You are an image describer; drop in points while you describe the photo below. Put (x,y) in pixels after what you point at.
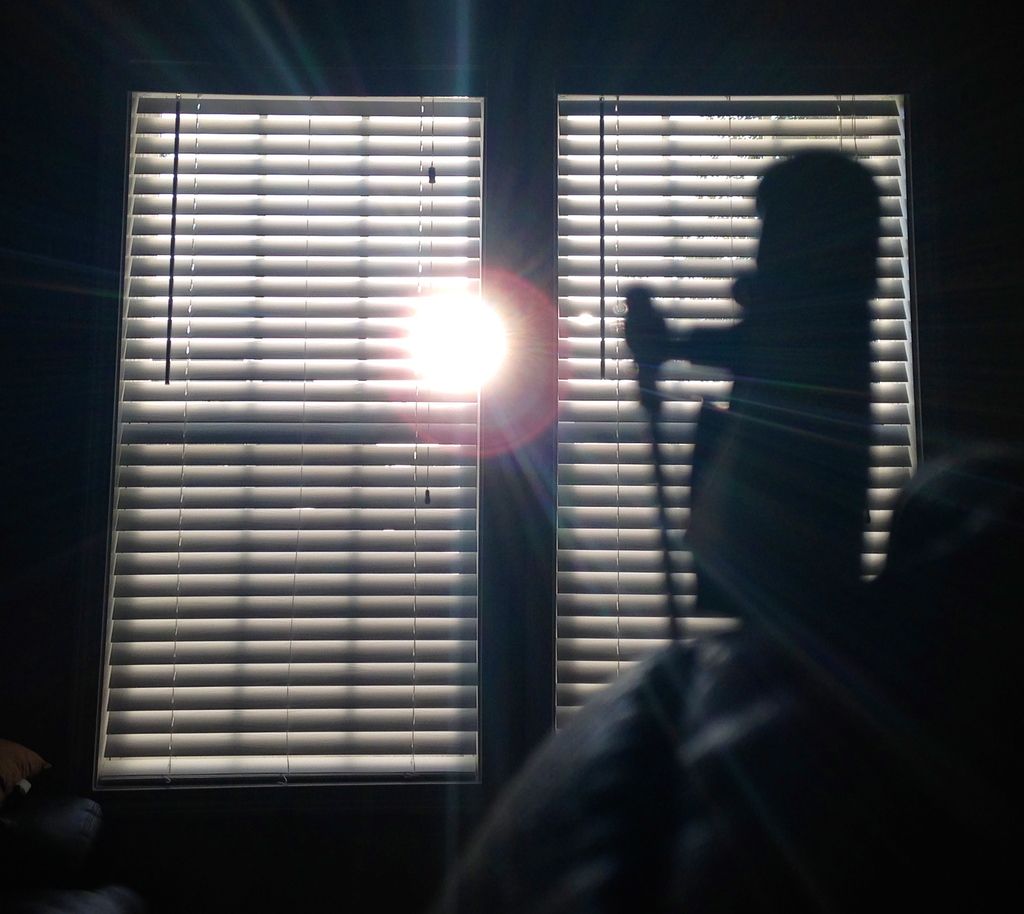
In the picture I can see a shadow (753,446) of a person (806,367), windows blind (668,435), the sun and some other objects (669,741).
